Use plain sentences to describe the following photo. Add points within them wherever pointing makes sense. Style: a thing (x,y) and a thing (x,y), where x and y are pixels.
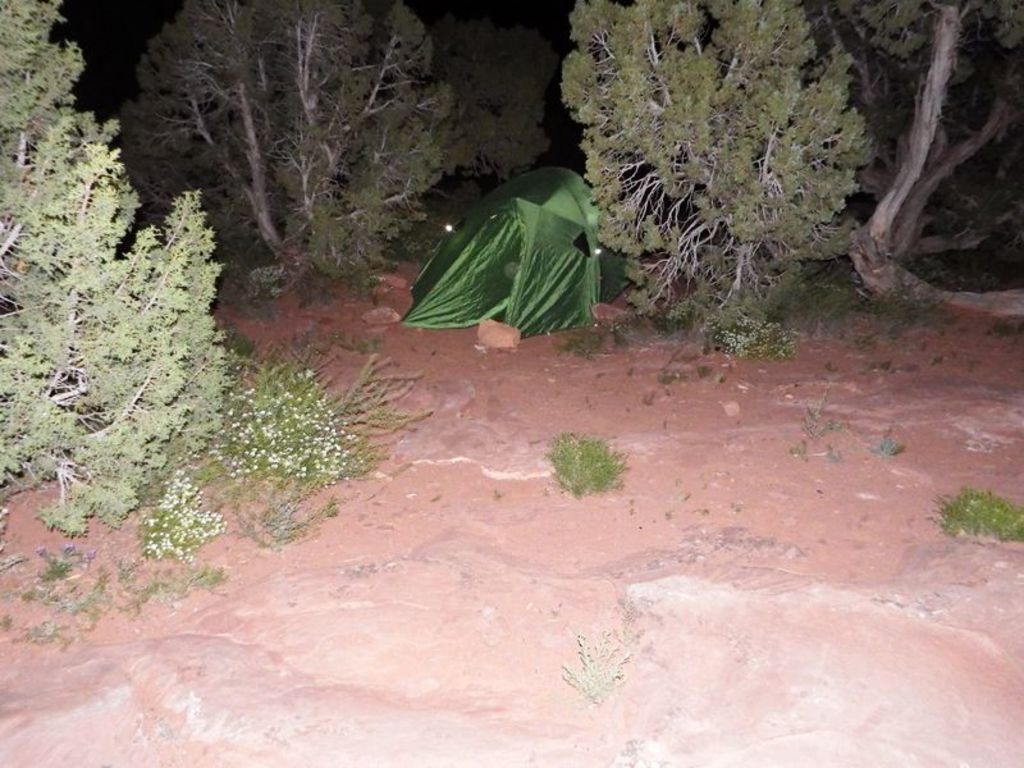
There are trees (513,155), a green tent (501,266) and rocks (391,277).
